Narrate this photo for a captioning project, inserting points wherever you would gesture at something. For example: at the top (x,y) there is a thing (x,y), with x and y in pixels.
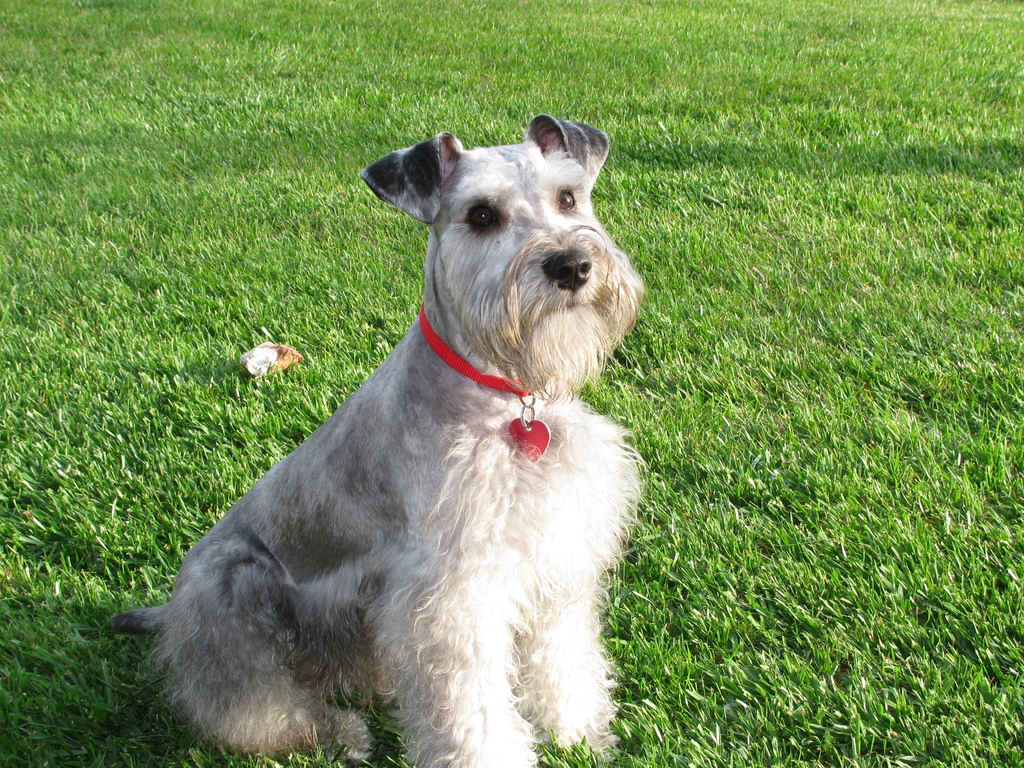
In this image we can see one dog (361,616) with red belt (471,375) sitting on the ground (293,394), heart shaped red key chain (541,425) attached to the dog belt (516,387), one object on the ground (105,308) and in the background (872,187) some grass (838,179) on the ground (139,291).
